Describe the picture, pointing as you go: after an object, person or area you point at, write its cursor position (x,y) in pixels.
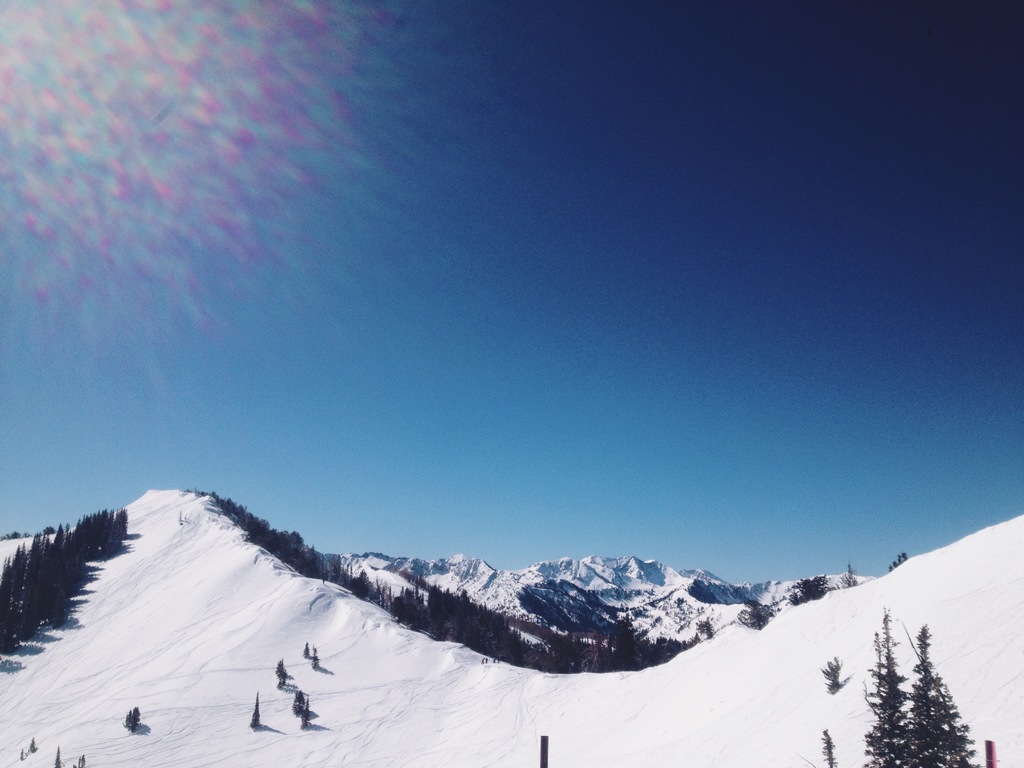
In this picture we can see trees (32,562), snowy mountains (147,597) and the sky (423,269).
